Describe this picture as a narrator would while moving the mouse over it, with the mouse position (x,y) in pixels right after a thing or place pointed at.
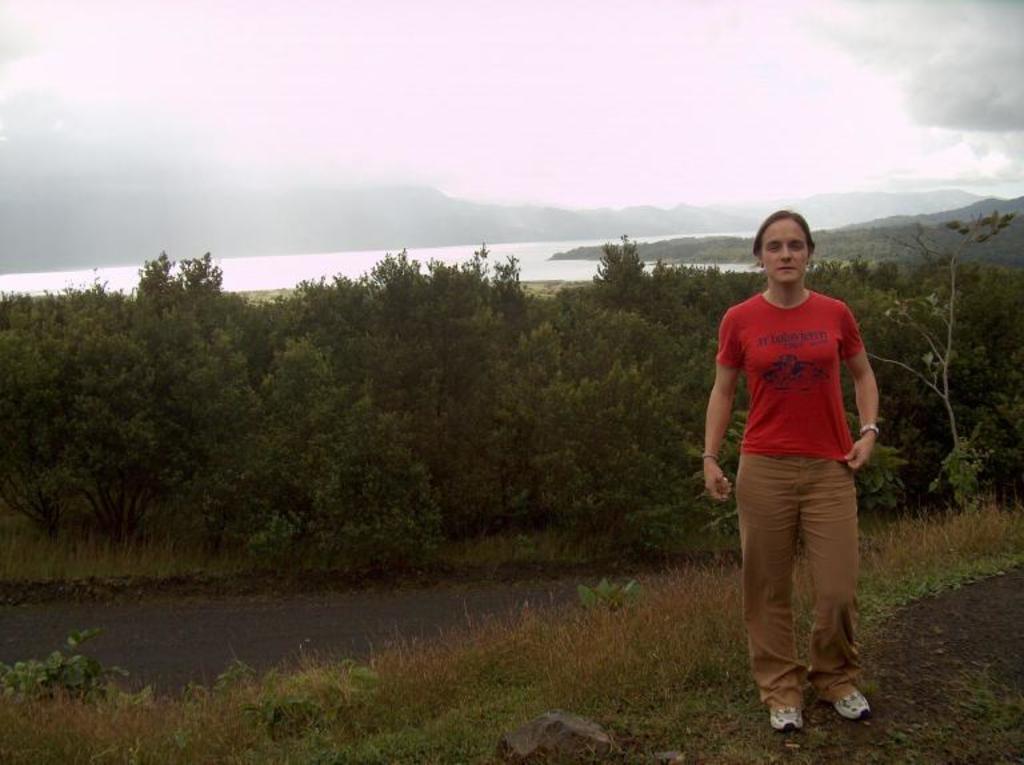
There is a woman (778,382) standing here with a red t shirt (779,396) and a brown pant (788,639) wearing a white shoes (861,712). She is wearing a watch (868,428). Behind her there are some plants (404,456) and trees (417,344) located. There is a road (247,623) here. In the background (409,216) we can observe some hills (285,219), fog (384,223) and river (352,276). Clouds (645,176) and sky (621,80) can also be spotted here.
